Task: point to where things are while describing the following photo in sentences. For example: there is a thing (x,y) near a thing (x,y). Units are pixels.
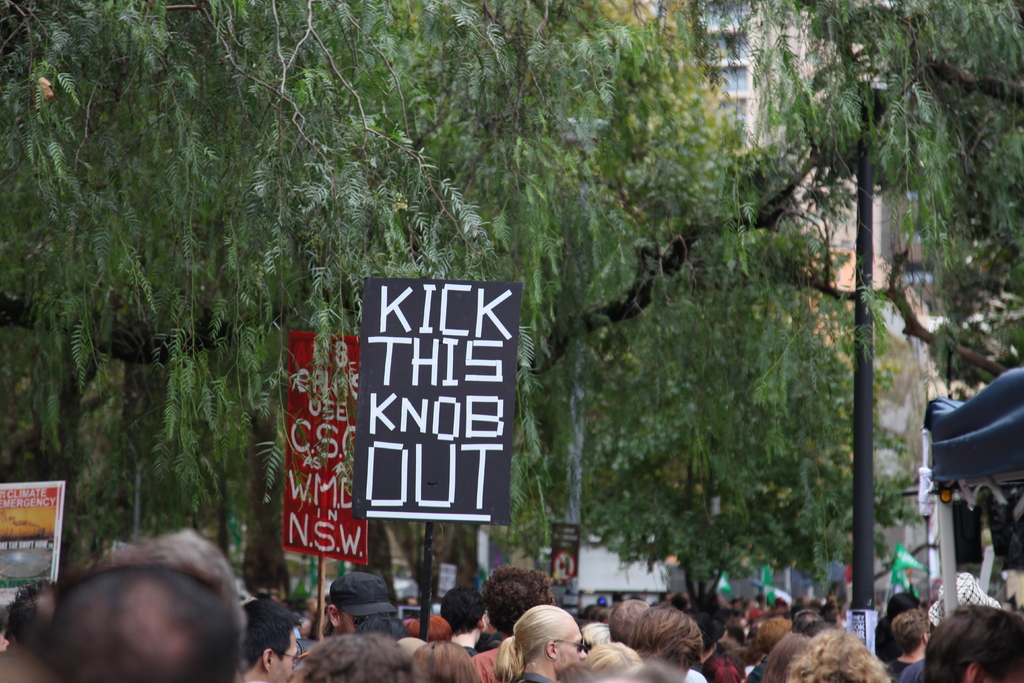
In this image I see number of people (675,647) and I see 3 boards (7,592) on which there are words (411,454) written and I see a black pole (864,110) over here. In the background (761,436) I see the trees (583,335) and a building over here.
